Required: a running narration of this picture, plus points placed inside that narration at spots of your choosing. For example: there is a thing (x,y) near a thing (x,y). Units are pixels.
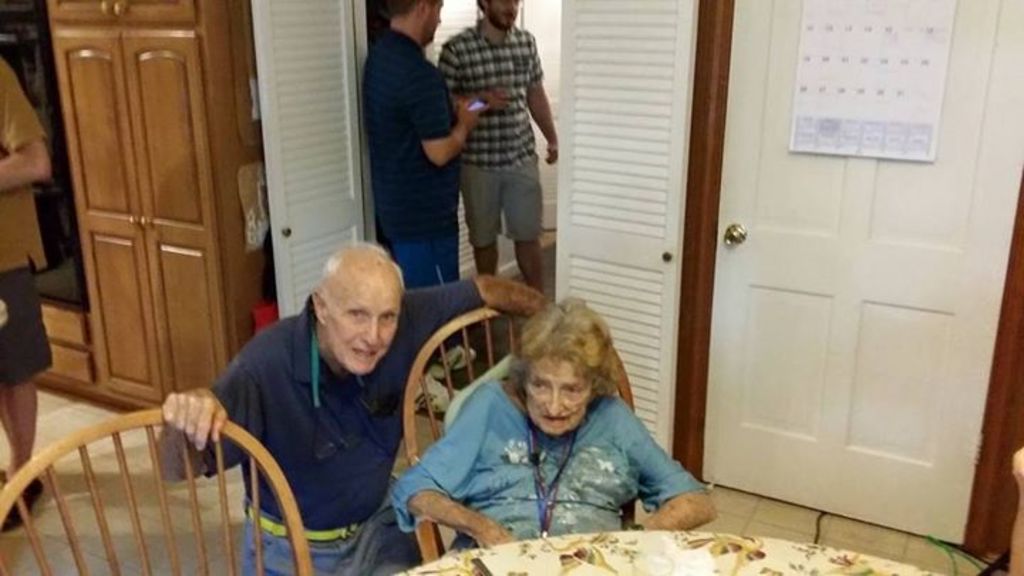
In this image i can see a woman (486,455) and a man (370,397) sitting at the back ground (399,167) i can see two other Man (471,167) standing, a door (650,141), a calendar (852,94) at left (5,309) i can see the other persons (4,307) standing.
